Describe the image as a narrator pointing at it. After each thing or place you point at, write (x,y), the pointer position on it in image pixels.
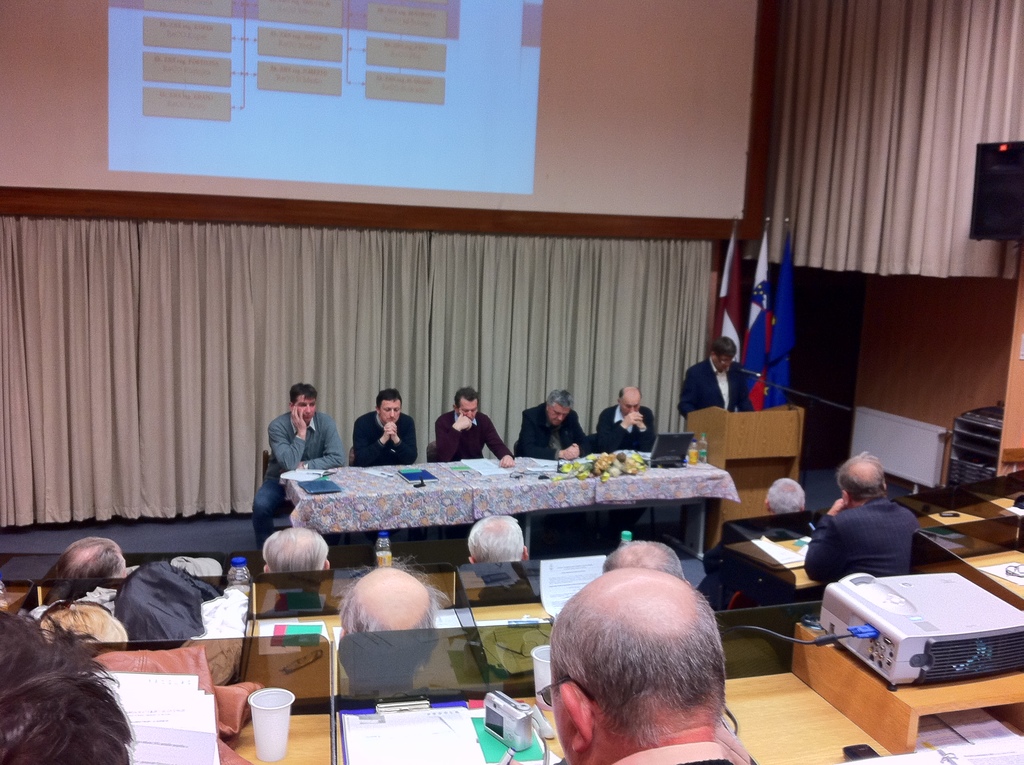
In this image, we can see people (310,558) sitting and there are glasses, bottles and some other objects (952,615) on the benches (858,676). In the background (331,403), we can see some people (267,496) sitting on the chairs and there are bottles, books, flower vases (600,474) and clothes (532,478) on the tables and there is a person (718,393) standing and we can see a mic (752,372) and a podium (713,421) and there are curtains (841,232) and a screen (396,101) with some text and some other objects (1013,194).
